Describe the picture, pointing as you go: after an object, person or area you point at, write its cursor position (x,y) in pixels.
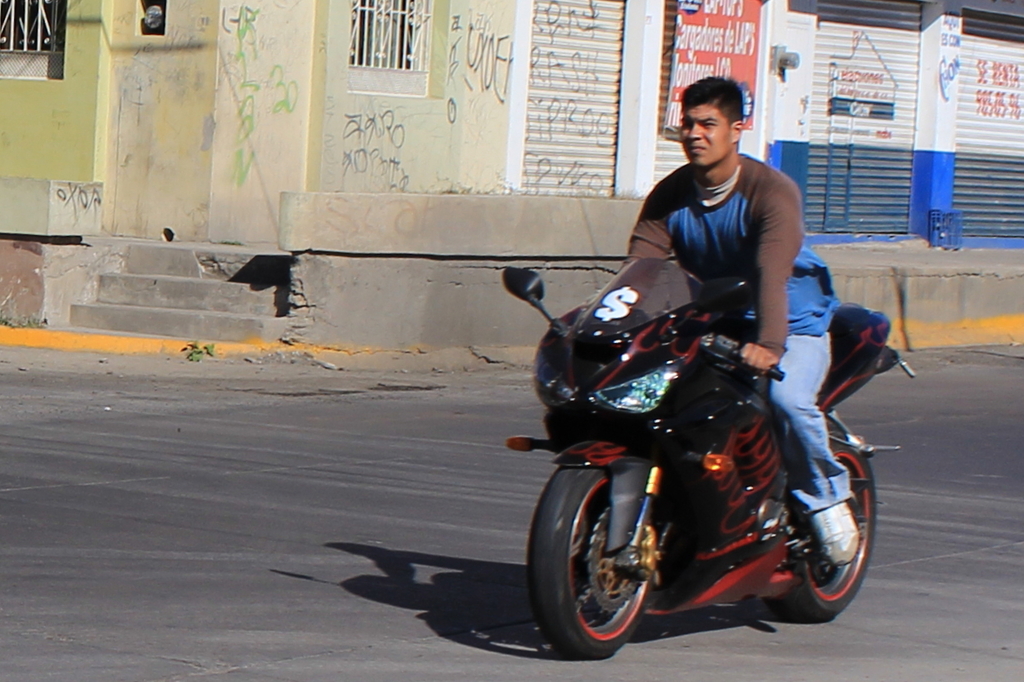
The image is taken outside of the city (793,160). In the image there is a man (778,272) riding a bike (753,326), in background (411,68) there is a buildings (569,65) and hoarding (701,55) and we can also see a window (364,18) which is closed, at bottom (131,530) there is a road (257,558) which is in black color.
